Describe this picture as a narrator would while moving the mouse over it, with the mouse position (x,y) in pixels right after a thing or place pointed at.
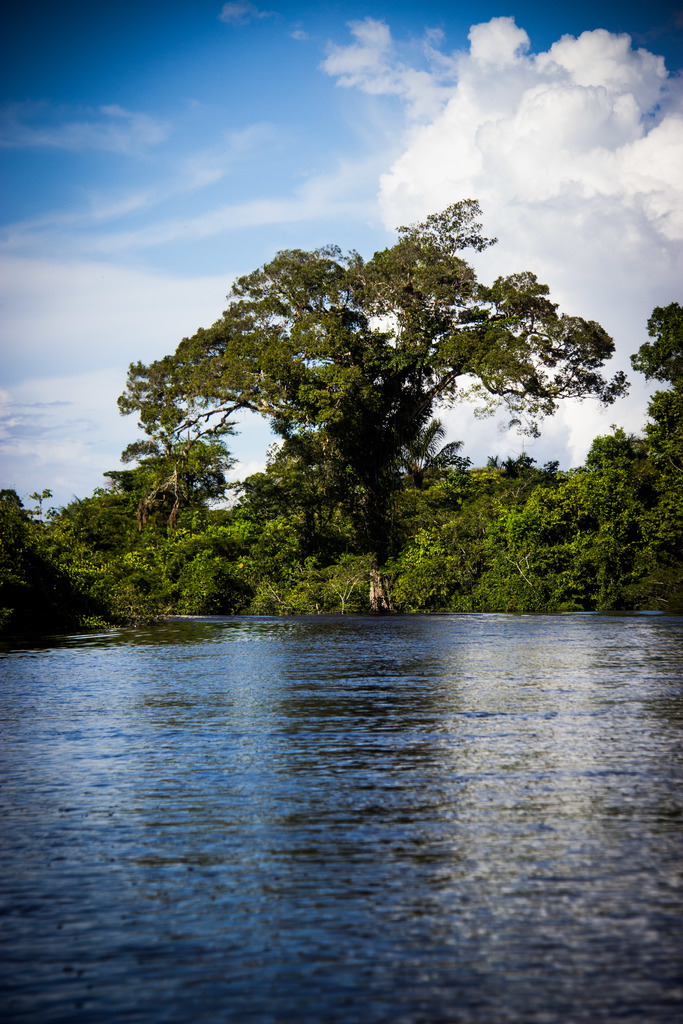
In this image I can see water (268,662) in the front (417,681). In the background (322,589) I can see number of trees (378,275), clouds (621,128) and the sky (280,223).
